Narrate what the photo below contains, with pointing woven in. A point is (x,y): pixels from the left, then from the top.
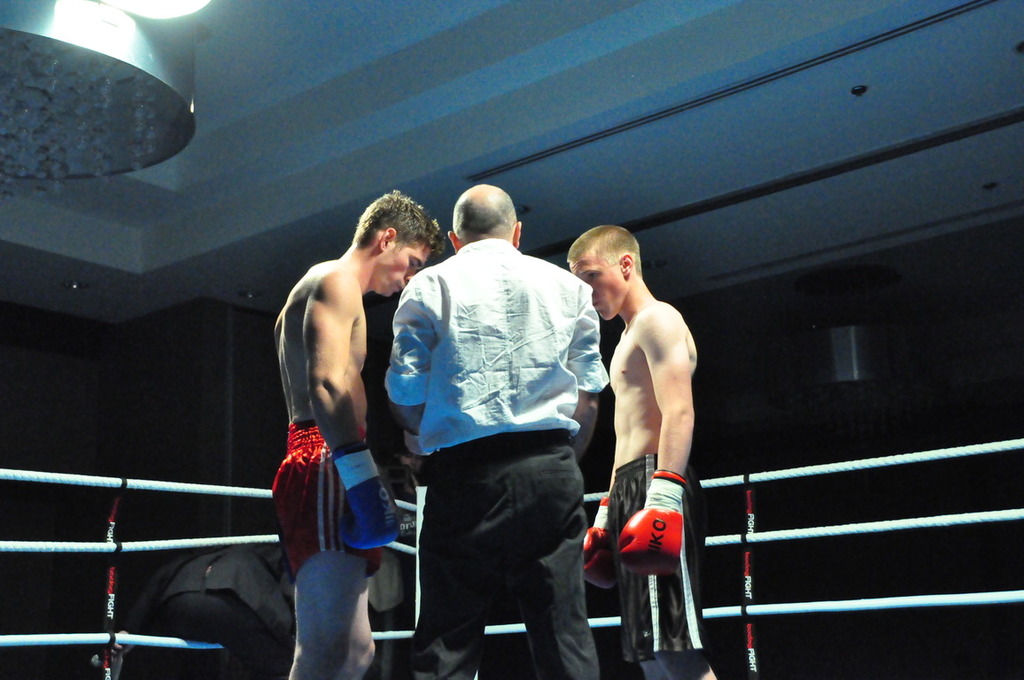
In this image we can see few people (538,503), two of them are wearing boxing gloves (628,529) and there are ropes (807,532) and lights (120,30) to the ceiling (322,56).
